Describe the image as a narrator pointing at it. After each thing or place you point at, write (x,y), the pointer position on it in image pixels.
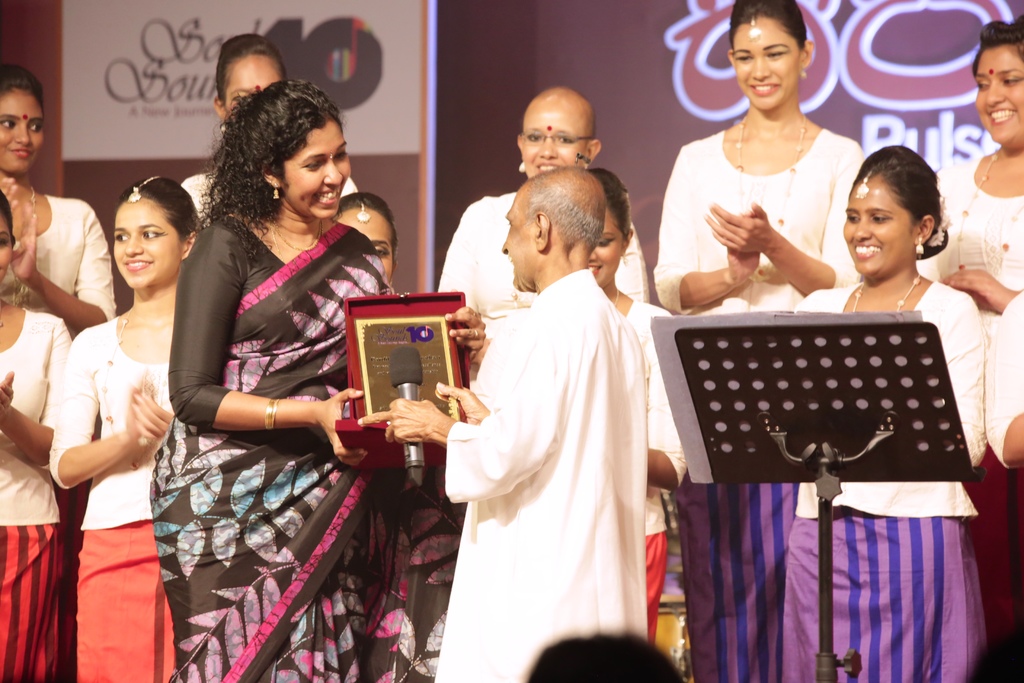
This picture shows few people (121,331) standing on the dais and we see a man (508,495) presenting a memento (370,362) to a woman (316,357) and we see smile on their faces (318,214) and a man (441,420) holding a microphone (398,389) in his hand (421,425) and we see a book stand (867,402) and couple of advertisement hoardings (642,83) on the back (593,65).
